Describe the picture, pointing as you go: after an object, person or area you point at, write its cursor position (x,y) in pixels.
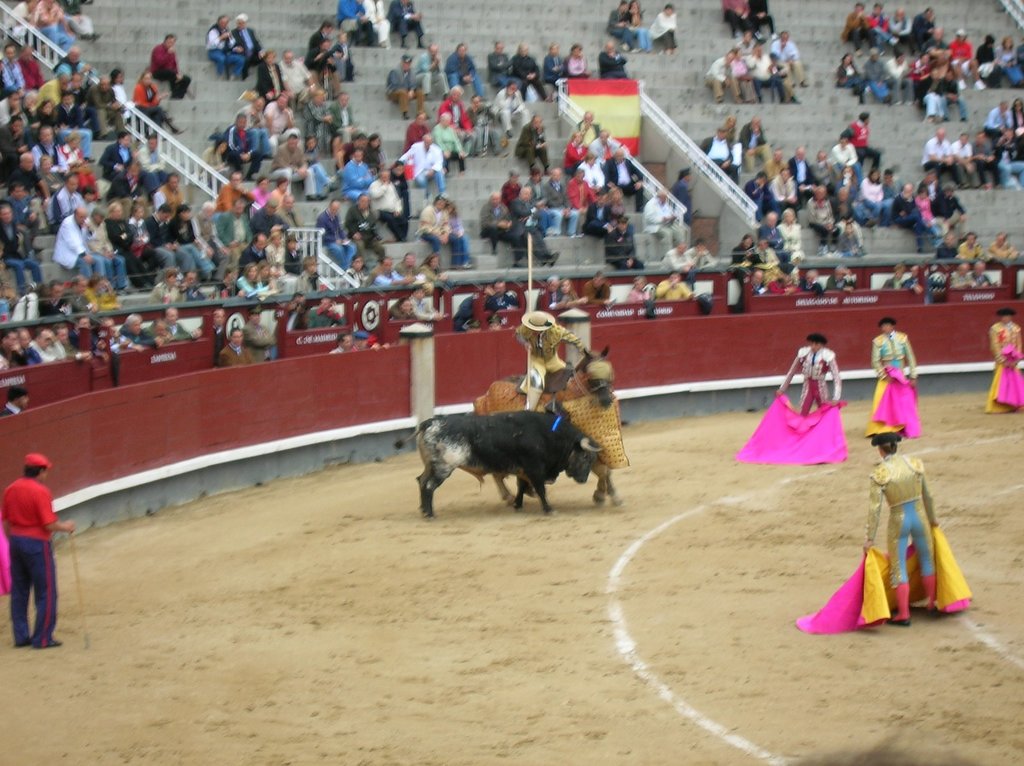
In this picture I can observe a fighting bull (510,446) on the ground (461,643). There are some people (902,494) standing on the ground (851,452) holding pink color clothes (821,443) in their hands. In the background (130,157) there are some people (552,214). I can observe men (406,75) and women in this picture.
